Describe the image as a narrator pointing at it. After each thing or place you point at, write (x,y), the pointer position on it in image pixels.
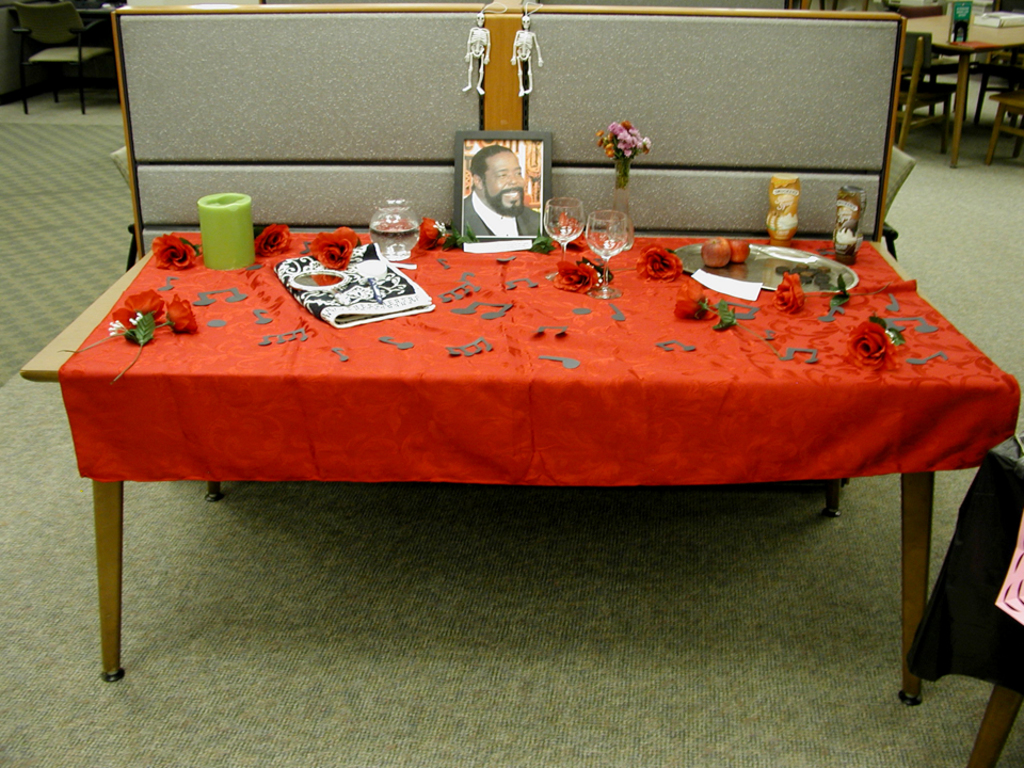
In this picture I can see there is a photo frame (511,218) of a man (509,210) placed on a red color table cloth (455,404) and there are many tables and chairs (927,67) in the backdrop (912,60).
